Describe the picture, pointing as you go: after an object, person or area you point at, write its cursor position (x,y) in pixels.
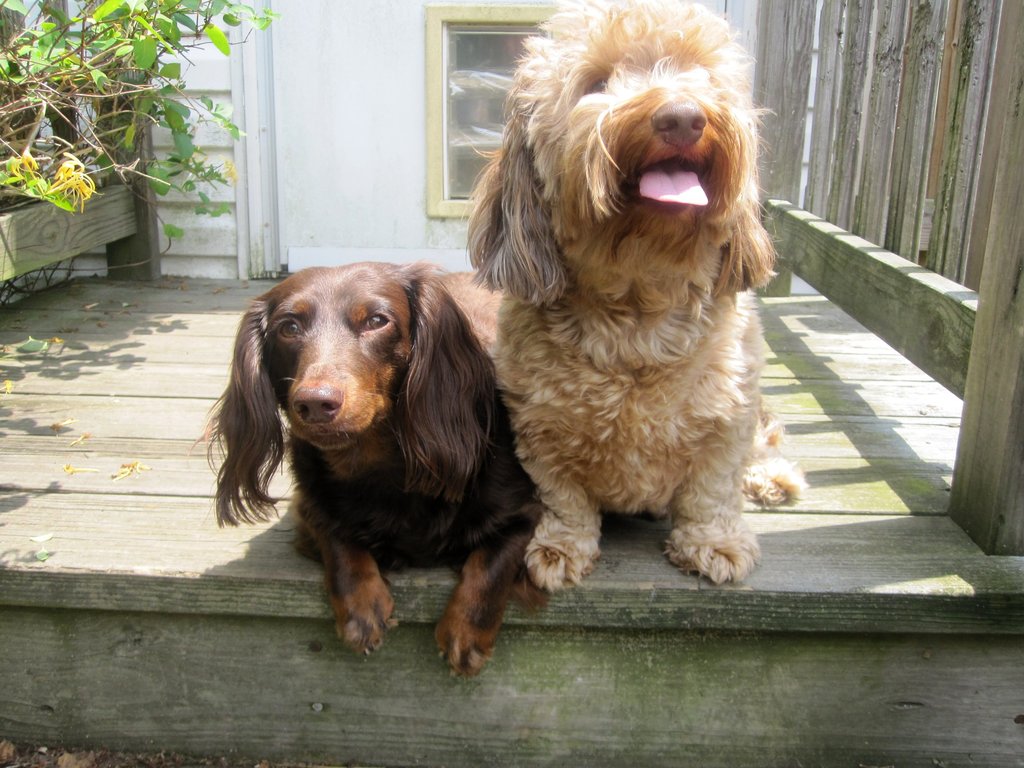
In this picture, we can see animals (576,431) on the wooden floor (633,533), we can see wooden fencing (769,144), plants (55,50), and the wall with door (431,95).
